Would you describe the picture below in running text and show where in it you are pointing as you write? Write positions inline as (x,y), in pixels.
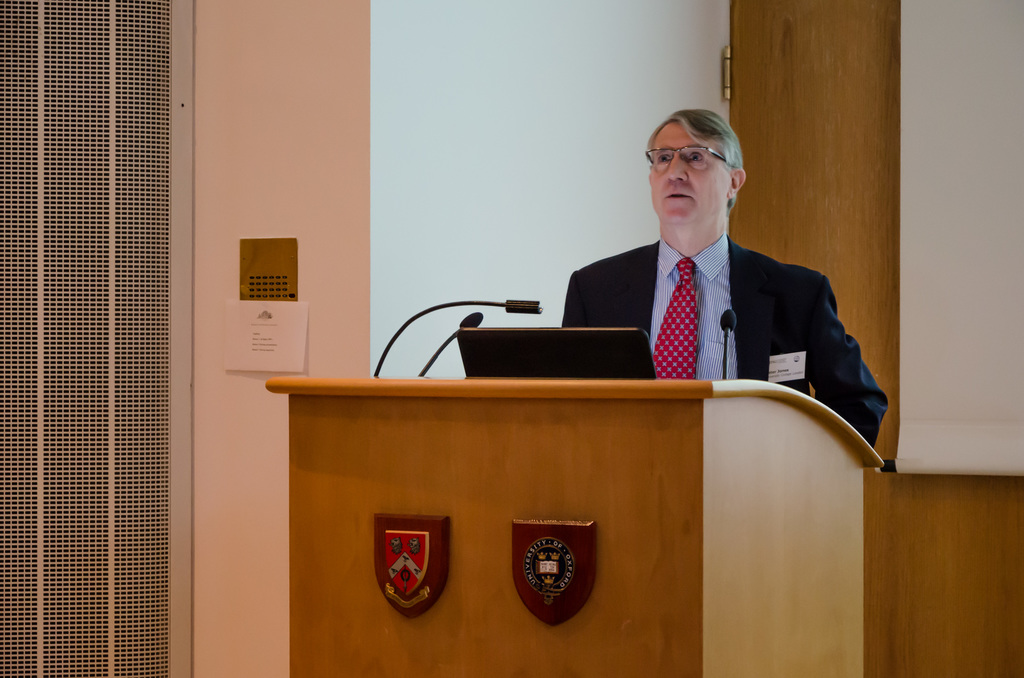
In the center of this picture (665,242) there is a person (684,177) wearing suit (766,319) and standing behind a wooden podium (727,438) and we can see some objects (443,555) are attached to the podium (638,466) and we can see the microphones (725,322) and an electronic device (576,348). In the background (917,228) we can see the wall (290,162) and some other objects (28,432).
